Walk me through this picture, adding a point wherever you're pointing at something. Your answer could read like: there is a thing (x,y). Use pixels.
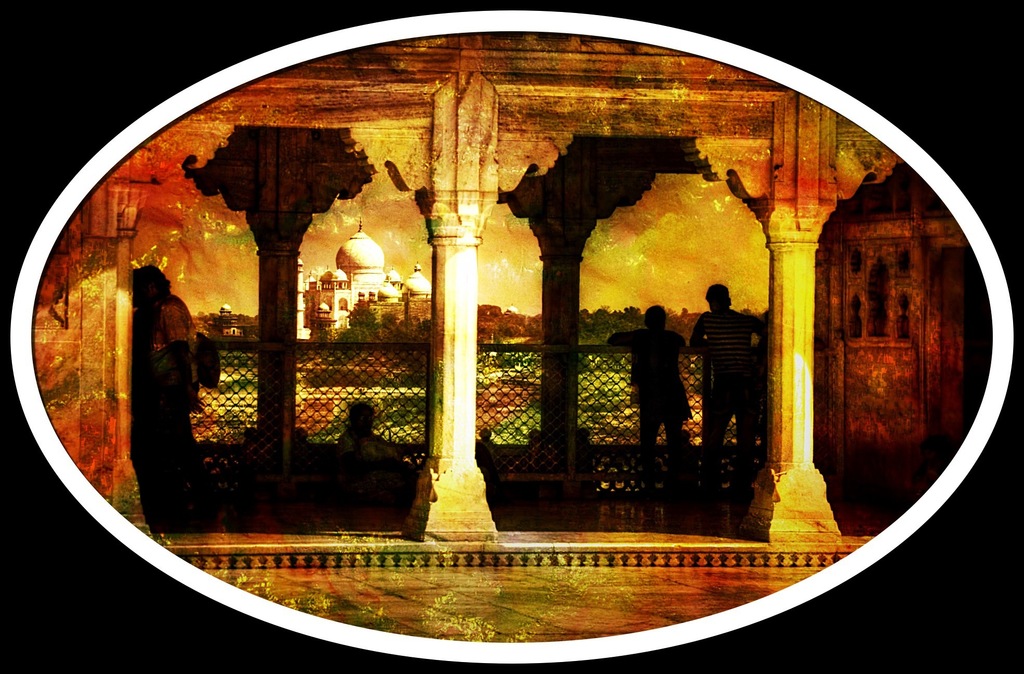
This is an edited image. I can see three persons (742,378) standing and a person (401,497) sitting on the floor (379,522). There are pillars (467,407) and fence (573,403). In the background (358,297), I can see Taj Mahal (362,259), trees (524,326) and there is the sky (594,263).
